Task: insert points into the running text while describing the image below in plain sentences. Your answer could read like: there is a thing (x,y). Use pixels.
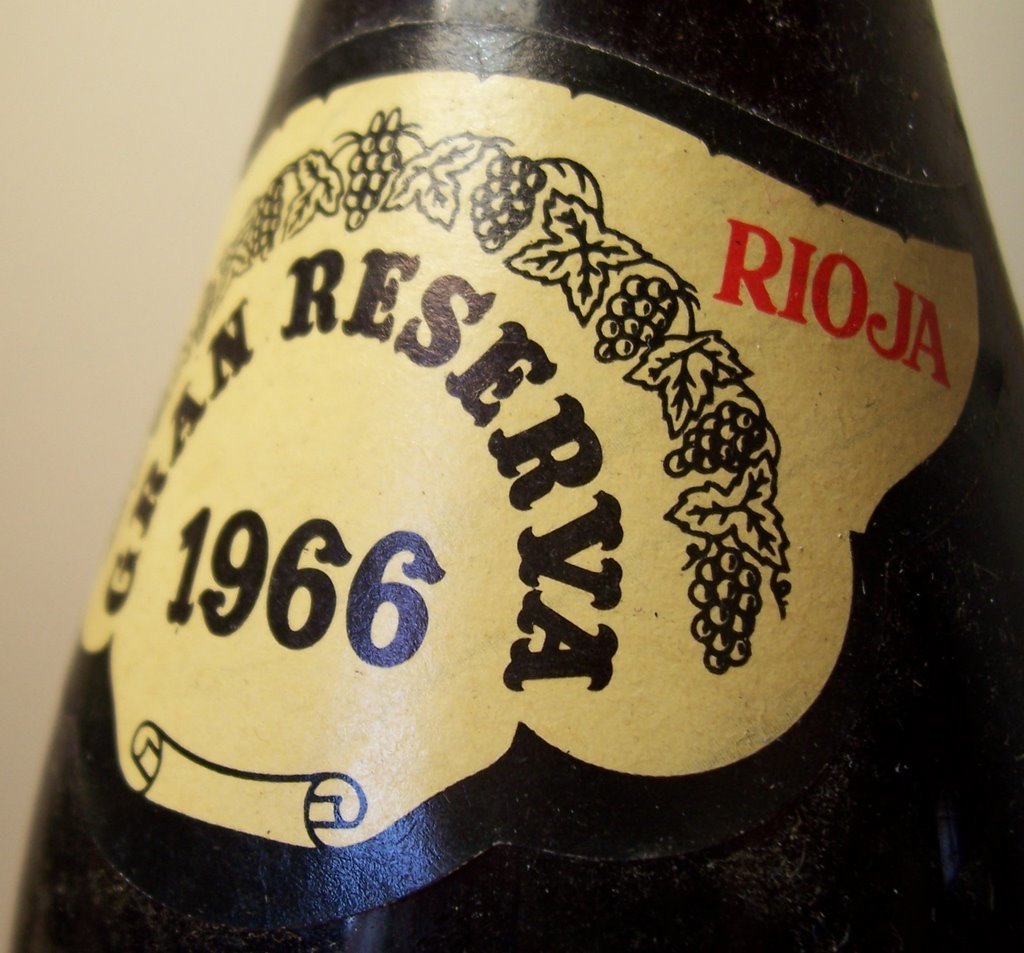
This is a zoomed in picture. In the foreground (540,19) we can see a glass bottle (875,498) and we can see the text (864,303), numbers (302,570) and the depictions (702,450) of grapes (513,203) and the leaves (546,280) on the paper (602,135) which is attached to the bottle (886,641). In the background (140,152) there is an object (141,176) which seems to be the wall (34,425).
